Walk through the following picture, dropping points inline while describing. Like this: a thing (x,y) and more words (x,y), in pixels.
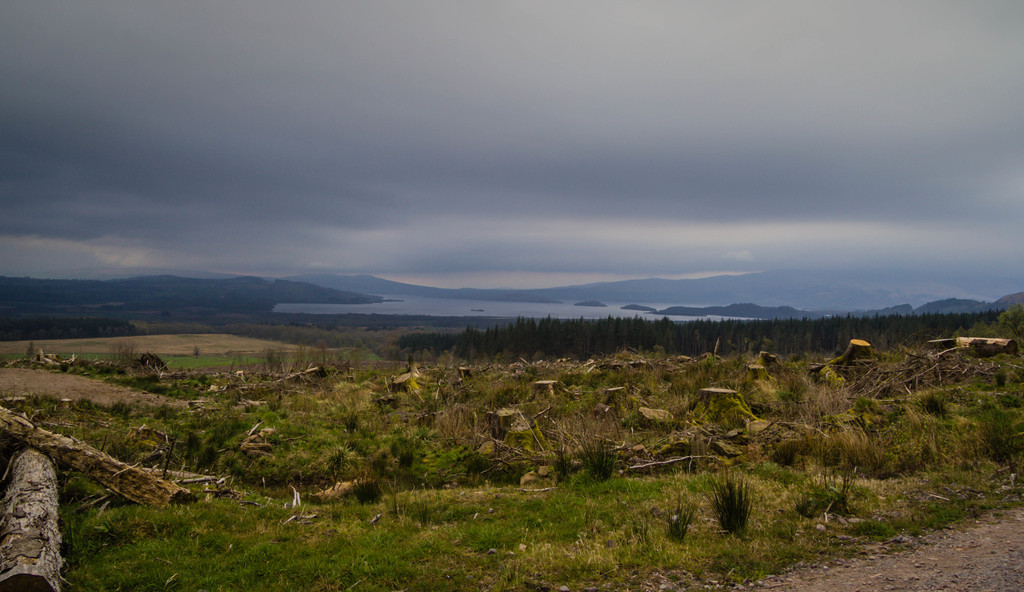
In this image we can see grassy land (910,526) and on land (344,421) barks of trees (36,517) are there. Background of the image (468,336) trees (610,337), sea (407,310) and mountains (895,290) are there. At the top of the image (306,109) sky (152,77) is there with clouds (683,232).
